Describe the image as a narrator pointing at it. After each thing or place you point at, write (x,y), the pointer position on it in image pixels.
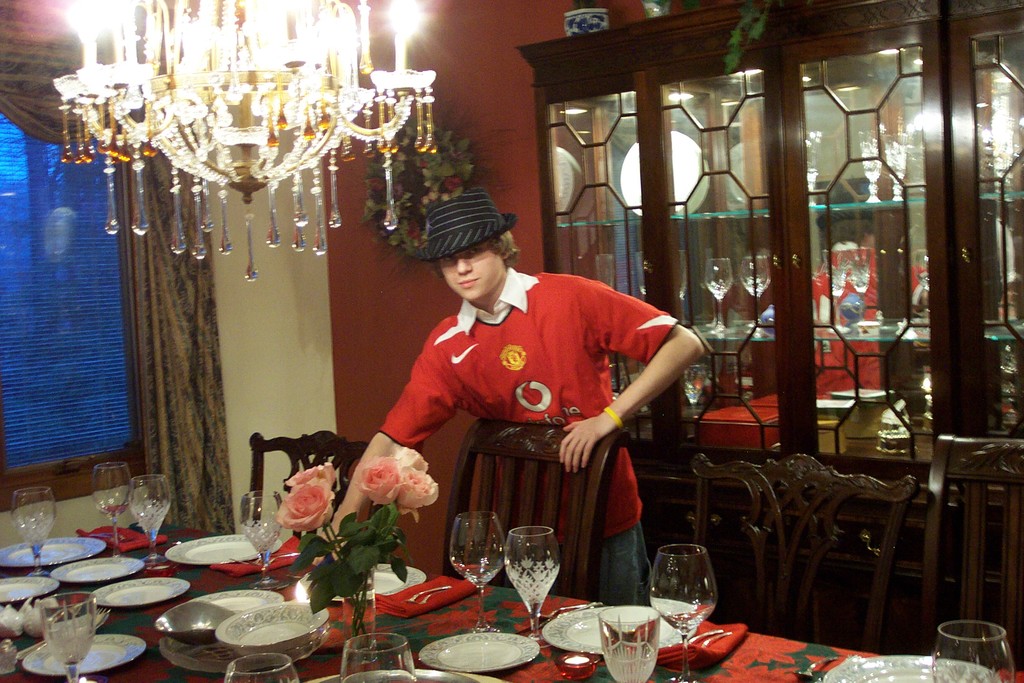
In this image we can see a man (589,350) wearing red t shirt (580,341) is standing near the table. We can see plates (130,593), glasses (255,524), spoons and forks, cloth (699,641) and flower vase (353,636) on the dining table (384,586). In the background (666,269) we can see a cupboard (597,222), chandelier (229,119) and curtains (182,313).
